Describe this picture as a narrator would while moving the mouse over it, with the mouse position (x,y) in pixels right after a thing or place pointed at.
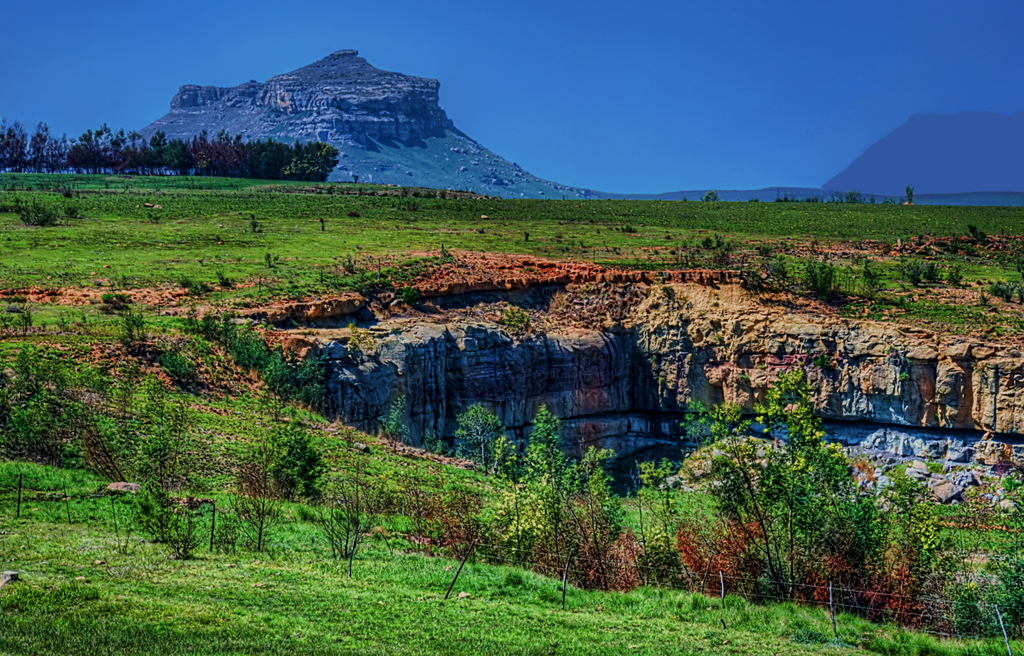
In the image there is a lot of greenery (308,260) and in between that there is a large hole (601,296) and the hole (468,313) is surrounded with huge rocks (650,336), in the background (251,109) there is a mountain (385,160).
